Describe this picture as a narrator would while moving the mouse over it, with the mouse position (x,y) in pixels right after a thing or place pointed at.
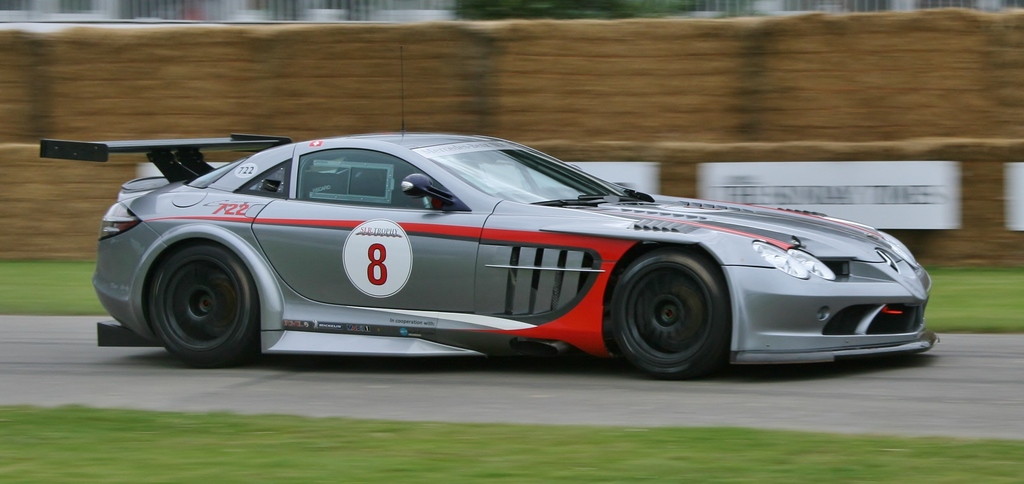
There is a sports car (262,279) and grassland (381,442) in the foreground area of the image (577,265) and the background (547,137) is not clear.
